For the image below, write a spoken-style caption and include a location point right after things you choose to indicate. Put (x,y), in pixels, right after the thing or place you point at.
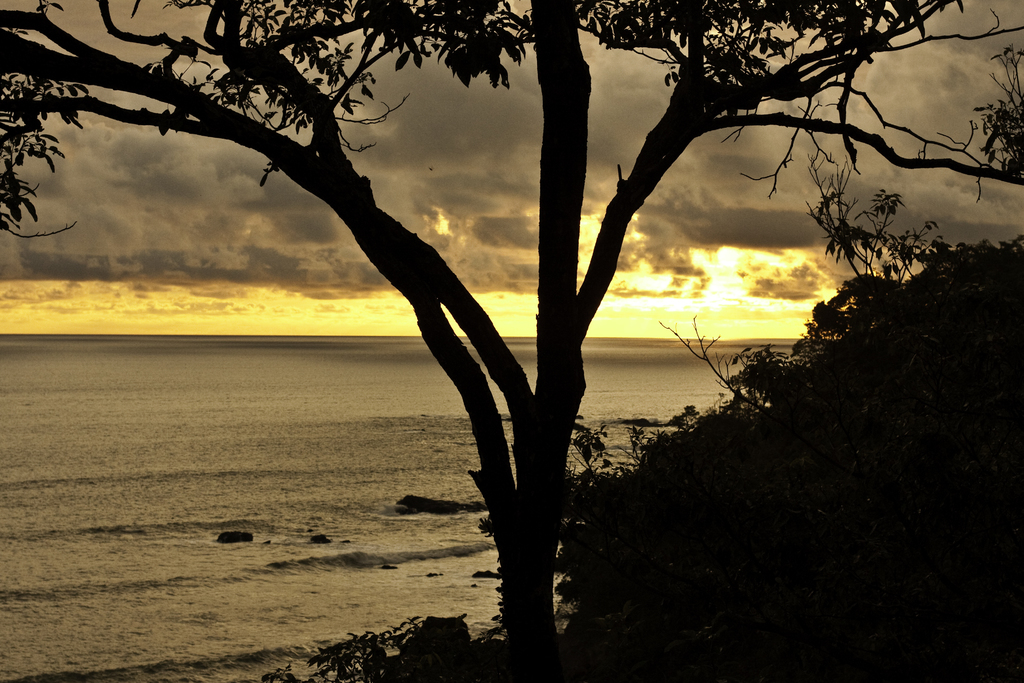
This image is taken outdoors. In the background (179,231) there is the sky (276,280) with clouds (780,264) and sun (734,275). On the left side of the image (251,526) there is a sea (235,443) with water (321,512). In the middle of the image (512,366) there is a tree (248,124) with leaves (657,35), stems (537,640) and branches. On the right side of the image (718,401) there are a few plants (826,327).
